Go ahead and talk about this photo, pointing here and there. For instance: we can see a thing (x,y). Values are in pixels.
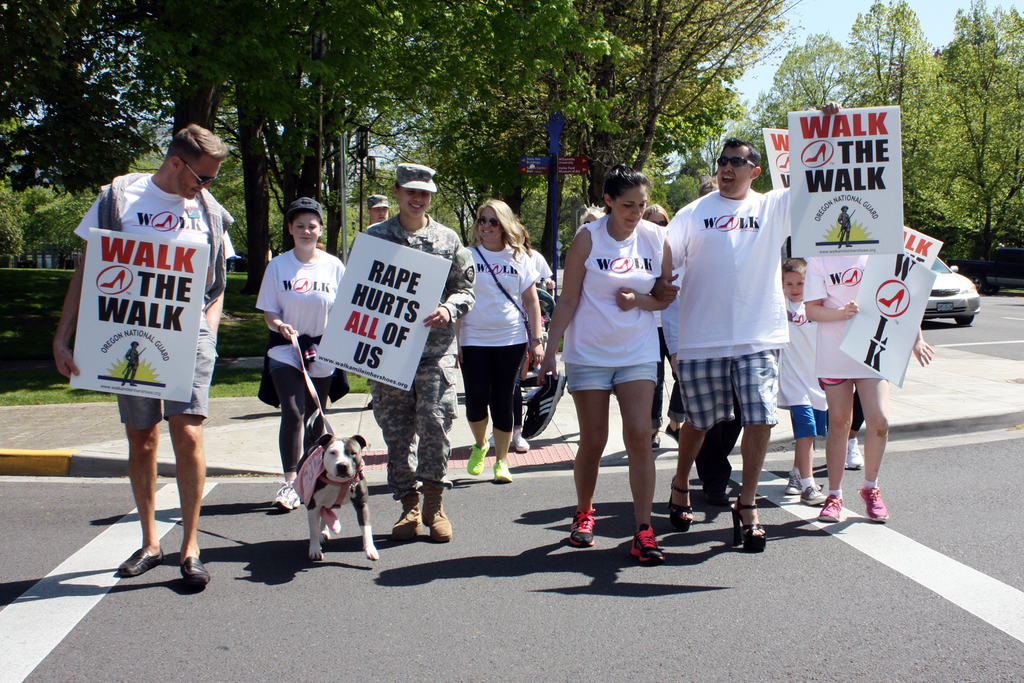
Few people (191,404) are walking on the roads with placards (423,310) and behind them there are trees (475,64).
